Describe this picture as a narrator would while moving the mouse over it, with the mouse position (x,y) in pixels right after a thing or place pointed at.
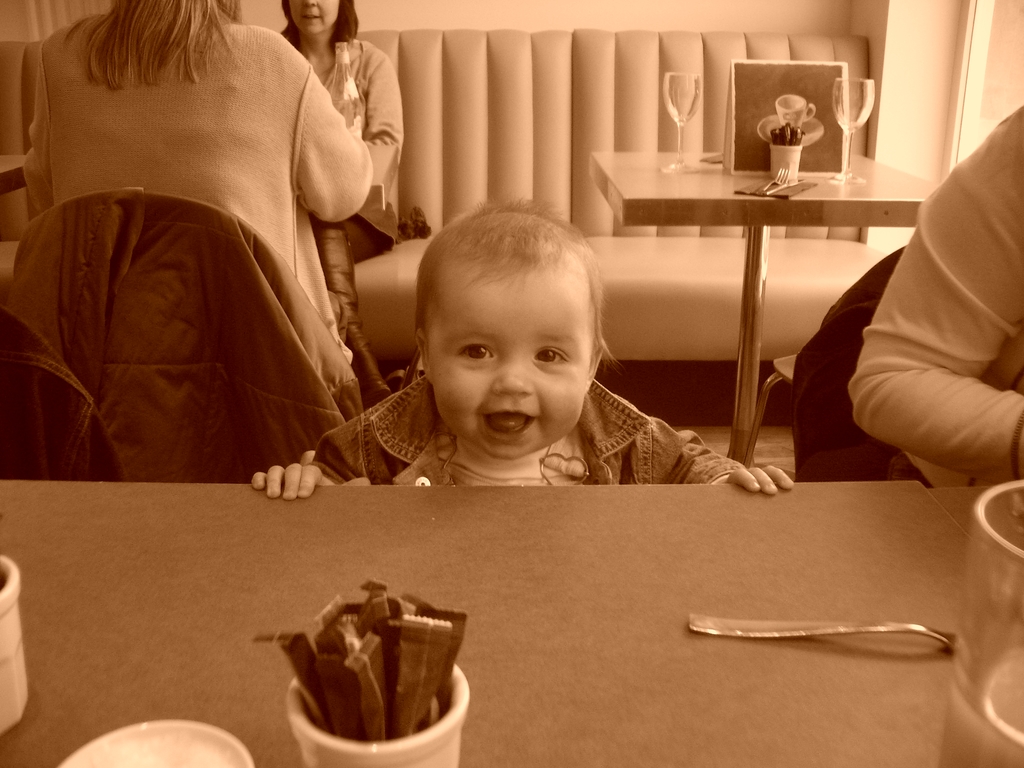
As we can see in the image there are few people (475,356) sitting on sofas (458,131) and chairs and there is a table (55,621) over here. On table (865,663) there are glasses (1005,668), spoon (834,632) and plate (164,744).
